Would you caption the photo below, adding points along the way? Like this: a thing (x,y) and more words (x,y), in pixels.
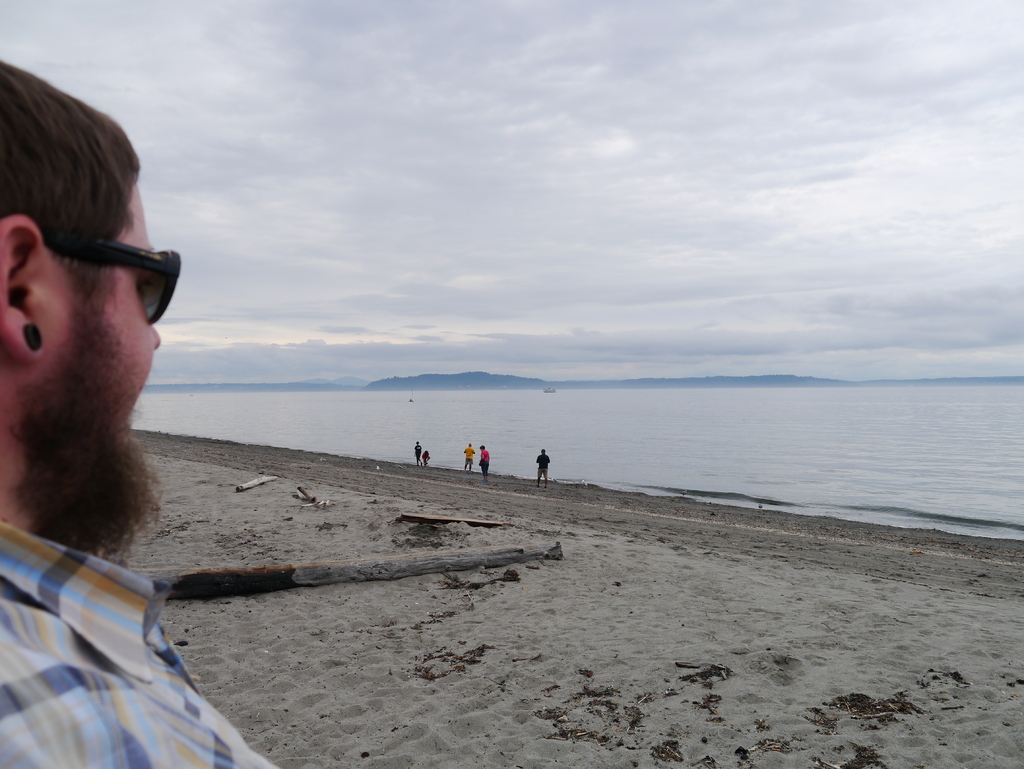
This is the man (88,616) standing. He wore goggles (122,249), an earring (30,333) and a shirt (73,684). This looks like a seashore (392,513). I can see few people (418,460) standing. This is the water (760,426) flowing. In the background (408,385), that looks like a hill (544,381). I think this is the tree trunk (296,575).
